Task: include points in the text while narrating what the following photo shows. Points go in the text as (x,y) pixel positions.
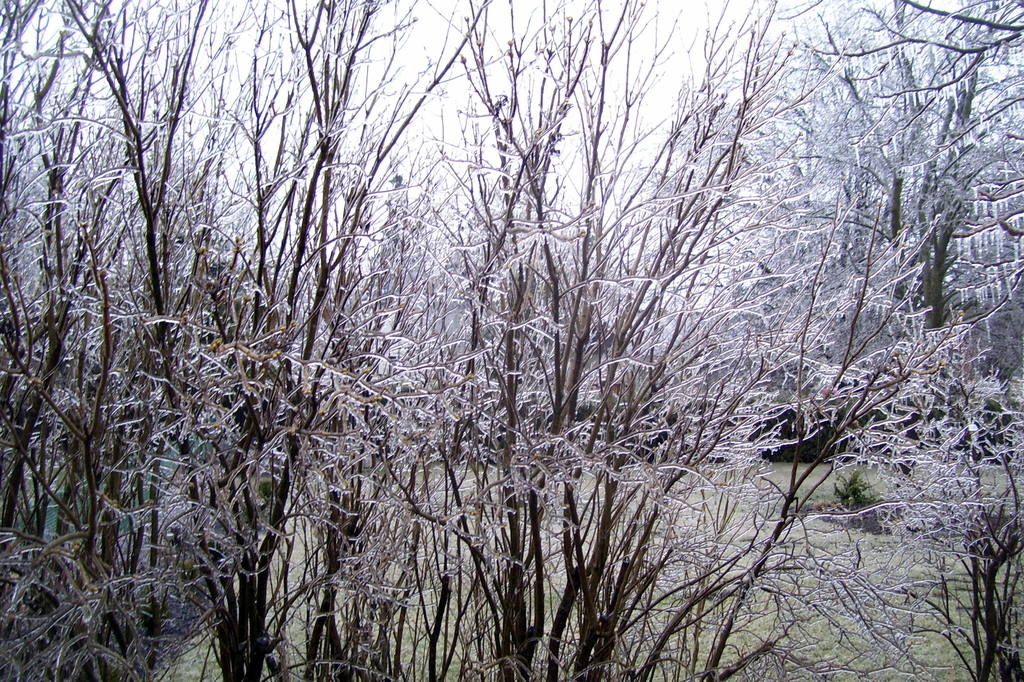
This picture is clicked outside. In the foreground (523,391) we can see the trees (741,409). In the background (841,411) we can see the plants (977,497), grass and sky (543,108).
